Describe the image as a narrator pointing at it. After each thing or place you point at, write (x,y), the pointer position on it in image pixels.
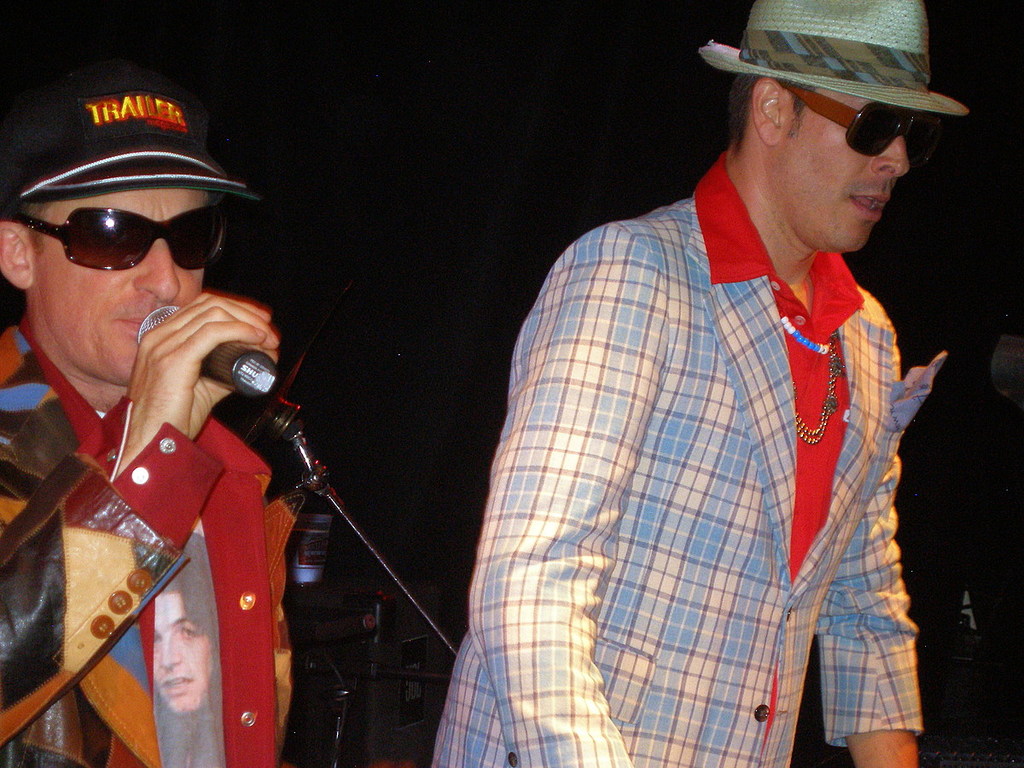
In this picture we can see two persons (595,438) where person (199,323) on left (183,333) singing on mic (228,372) and on right (705,214) person (805,236) wore blazer (689,342), cap (752,41), goggle (930,117) and in background (436,123) it is dark.
